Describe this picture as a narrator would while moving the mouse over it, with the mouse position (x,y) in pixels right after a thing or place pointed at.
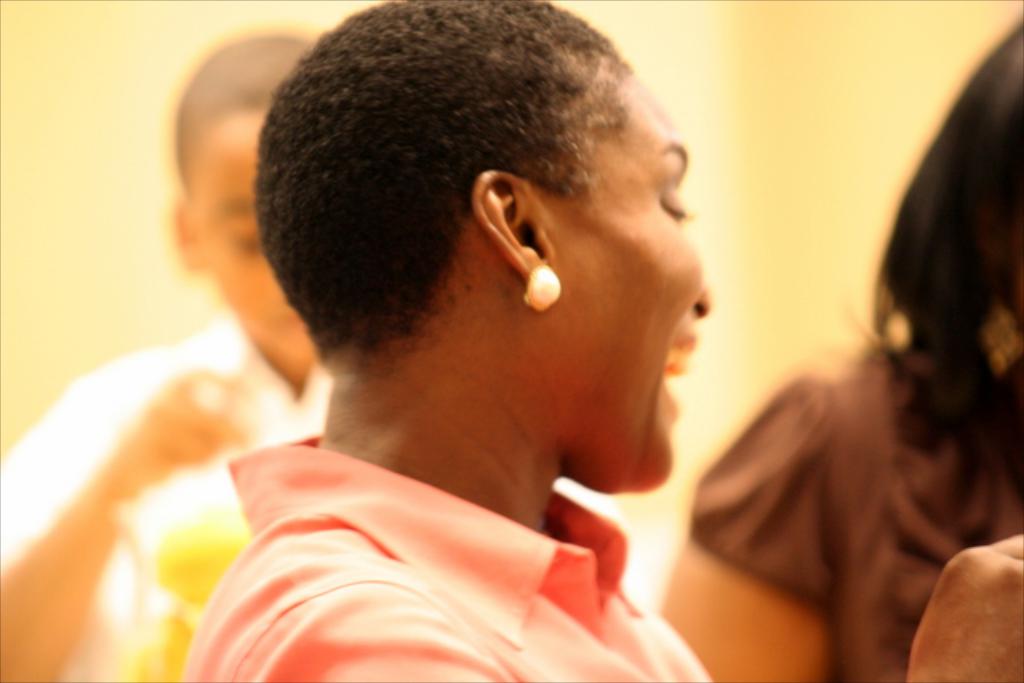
In the center of the image (443,307) we can see a few people (548,338). Among them, we can see one person (569,532) is smiling. And we can see the light colored background (34,332).
